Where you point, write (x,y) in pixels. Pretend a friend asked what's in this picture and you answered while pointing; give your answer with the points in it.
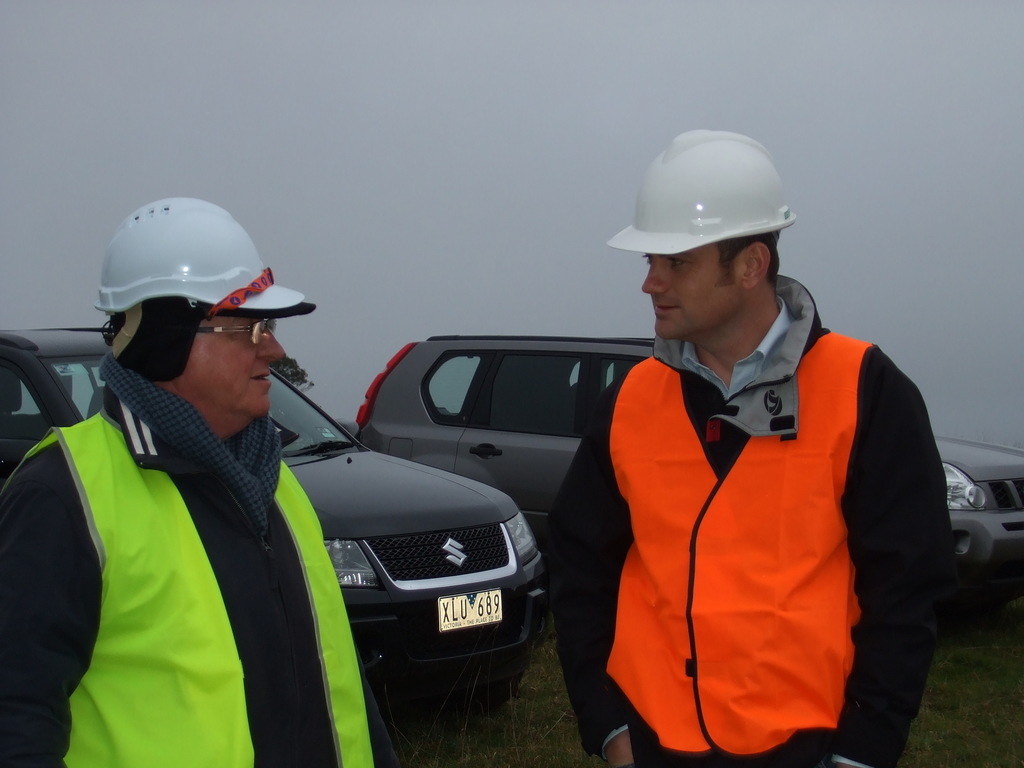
This image consists of two men (312,534) wearing helmets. On the right (763,590), the man (767,594) is wearing an orange jacket (753,580). On the left (57,650), the man (176,702) is wearing a green jacket (121,753). In the background (336,498), there are two cars (1019,564). At the top (442,203), there is sky (546,232). At the bottom (516,738), there is green grass (499,736) on the ground (485,741).
